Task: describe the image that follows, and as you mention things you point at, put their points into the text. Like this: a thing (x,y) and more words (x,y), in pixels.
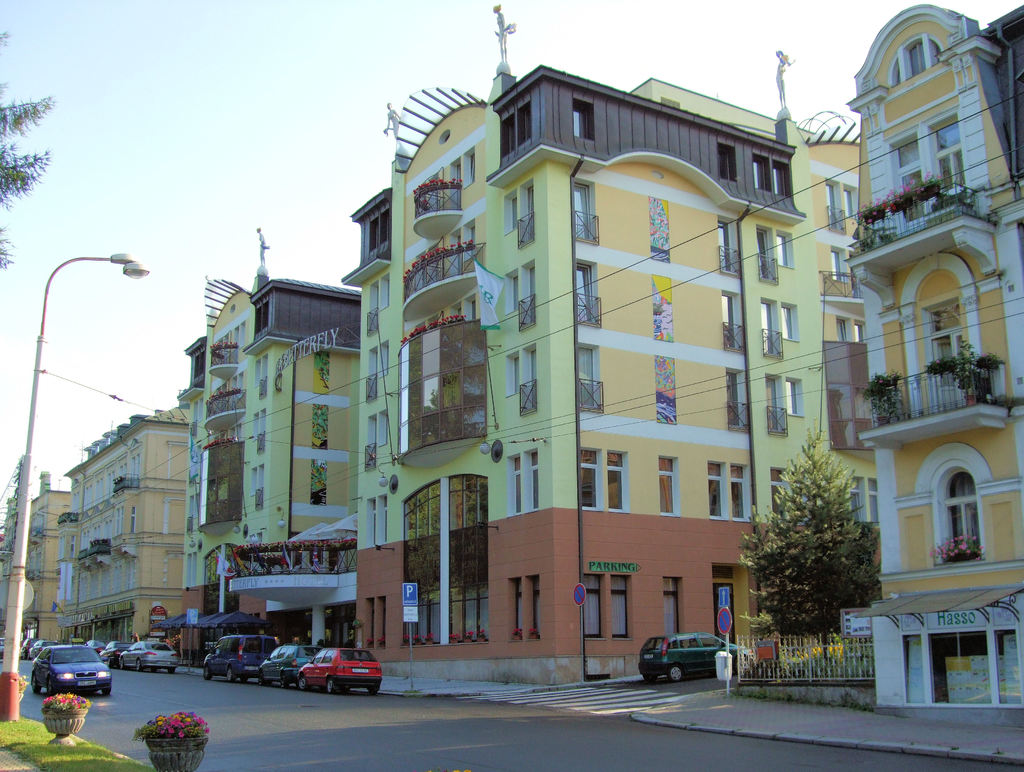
In this picture there are buildings (1014,433) in the center of the image (559,478) and there are cars (48,685) at the bottom side of the image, there are plant pots (57,725) in the bottom left side of the image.
